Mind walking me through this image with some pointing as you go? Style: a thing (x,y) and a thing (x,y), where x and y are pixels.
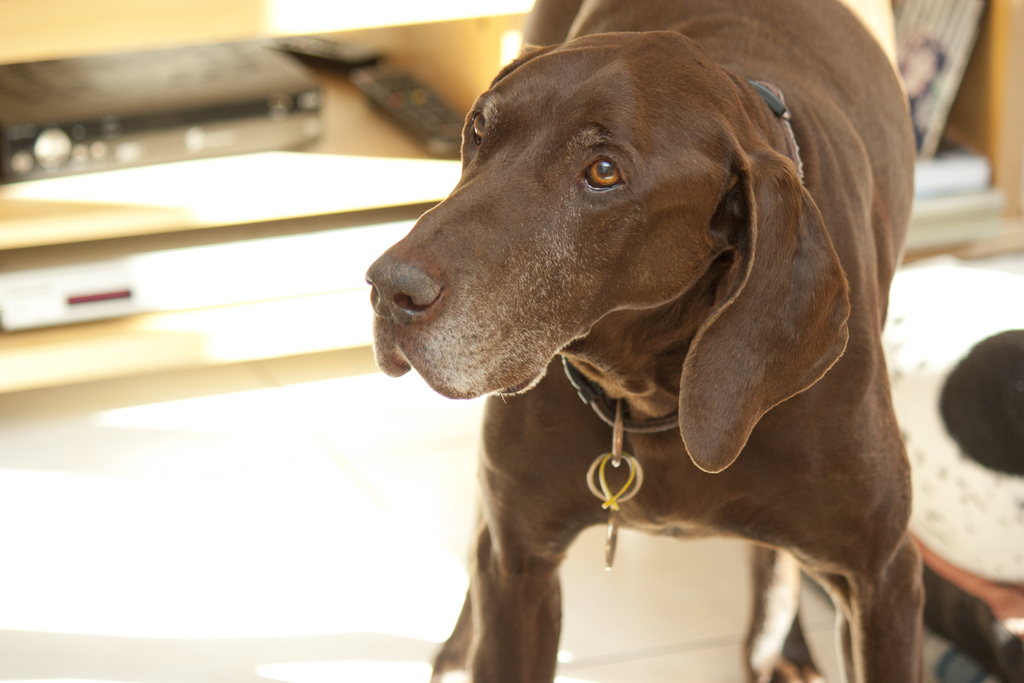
In this picture I can observe a dog (567,313) in the middle of the picture (523,348). This dog (509,273) is in chocolate color. The background (341,76) is blurred.
